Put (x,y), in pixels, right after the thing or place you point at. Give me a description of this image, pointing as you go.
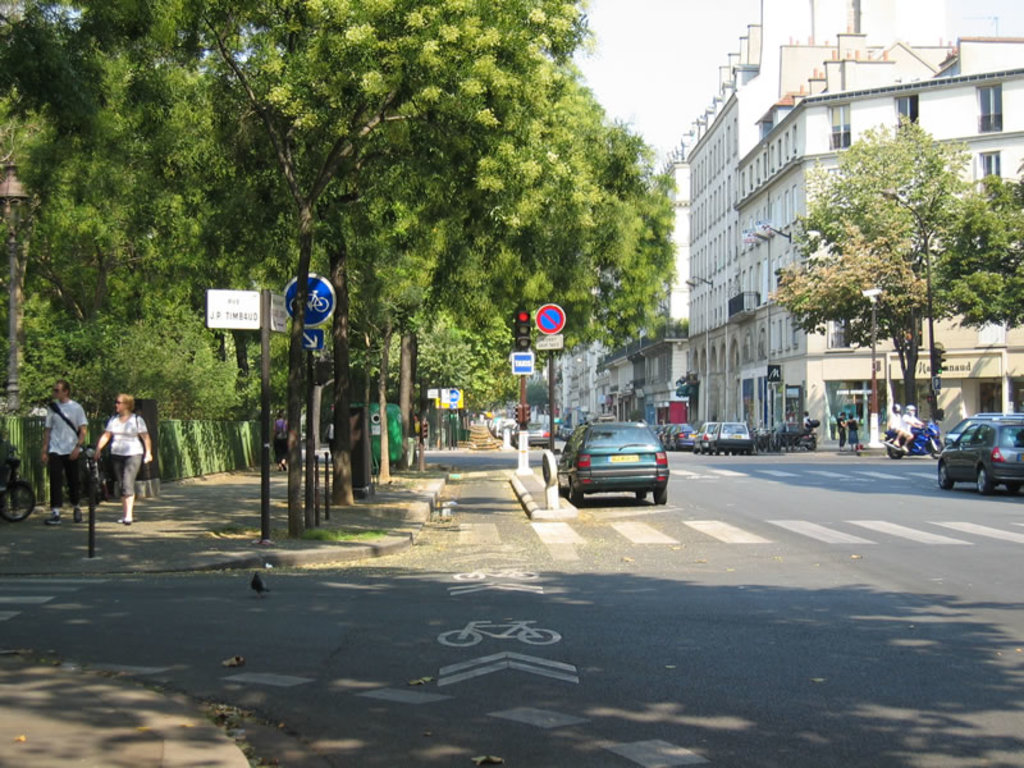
In this image we can see some persons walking through the footpath (205,531), there are some trees (354,372) on left side of the image (256,225), we can see some vehicles (612,469) parked and there are some signage boards (544,330), on right side of the image (727,394) there are some buildings (821,380).
